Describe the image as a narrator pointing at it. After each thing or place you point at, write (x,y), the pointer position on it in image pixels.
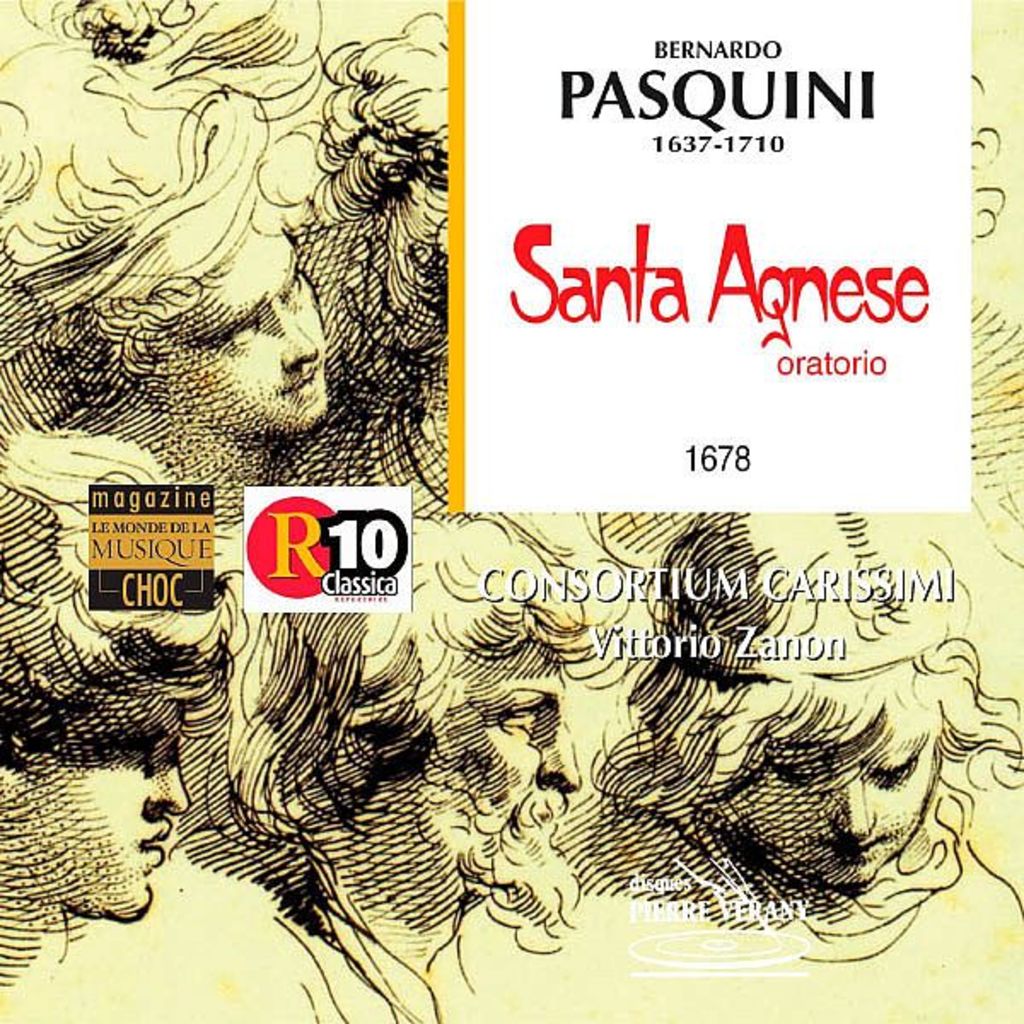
This image consists of a poster (377,567). On this poster (422,341), I can see some text (636,247) and few paintings of persons (199,204).
